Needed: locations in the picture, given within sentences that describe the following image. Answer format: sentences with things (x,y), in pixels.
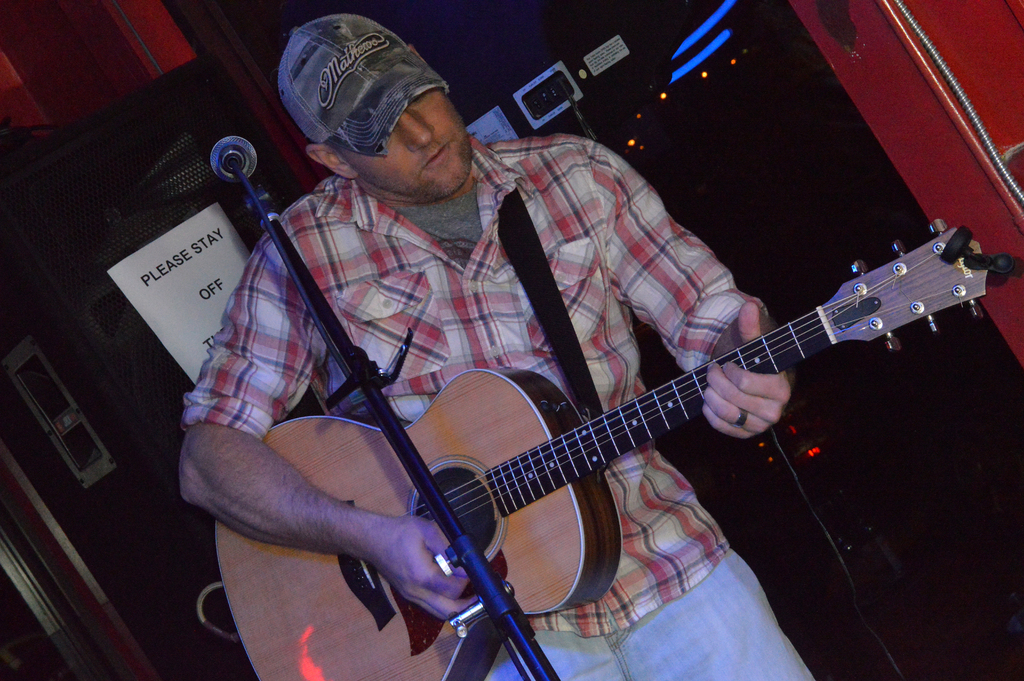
In this image i can see a person (464,303) wearing a shirt (403,251), a hat (366,123) and a blue jeans (671,625) standing and holding a guitar (590,520) in his hands (450,546). I can see a microphone (249,149) in front of him. In the background (204,156) i can see a musical system (558,85), a speaker (121,131) and a paper (208,211) attached to the wall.
